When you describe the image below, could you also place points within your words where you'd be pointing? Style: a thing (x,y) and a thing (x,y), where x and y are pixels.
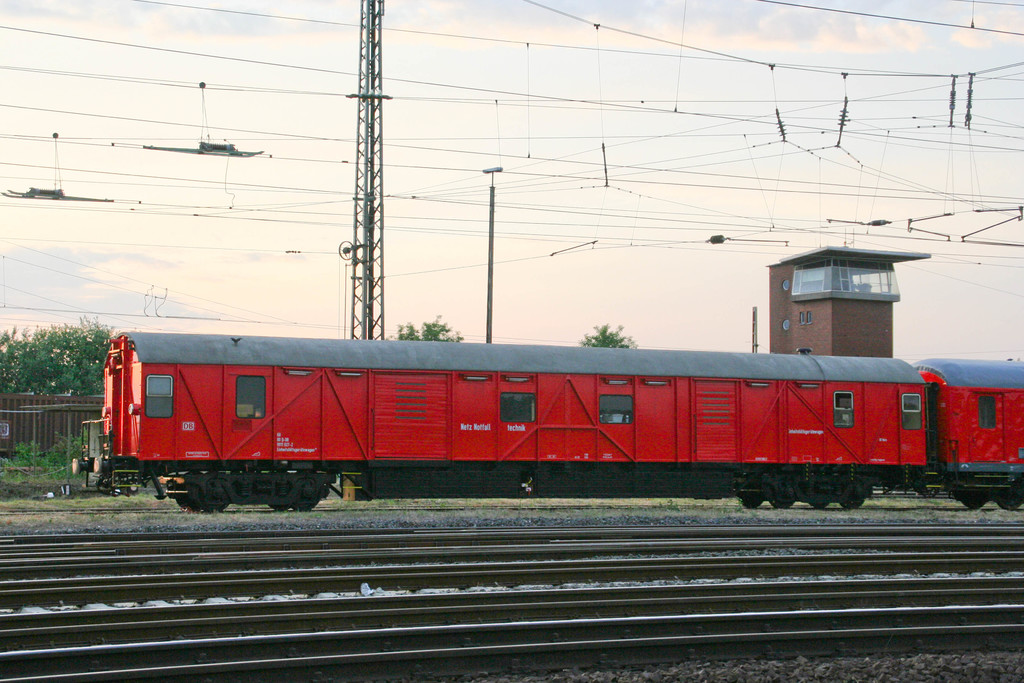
In this image we can see a train (546,465). Behind the train (494,394) we can see a group of trees (44,373), a building (862,339), tower (361,302) and a wooden fence (22,436). At the bottom (570,646) we can see railway tracks (608,543). At the top (501,183) we can see the sky (558,52) and a group of wires (714,59).
